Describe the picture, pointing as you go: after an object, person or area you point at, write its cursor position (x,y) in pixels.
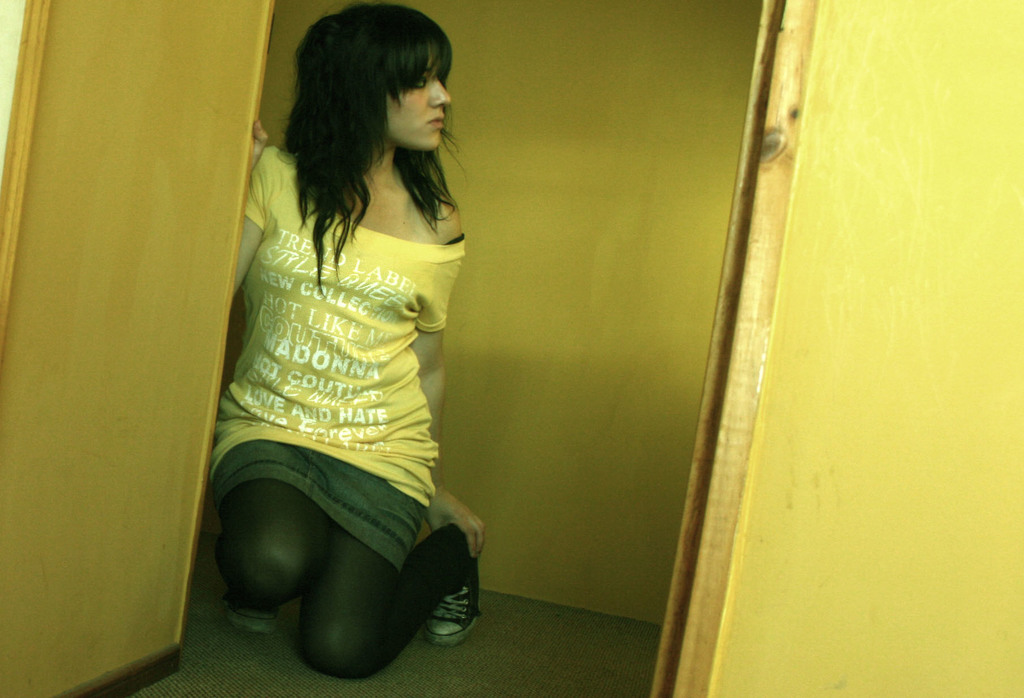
In this image I can see a woman (336,367), wearing a yellow t shirt (334,383). There are yellow walls (664,347).
